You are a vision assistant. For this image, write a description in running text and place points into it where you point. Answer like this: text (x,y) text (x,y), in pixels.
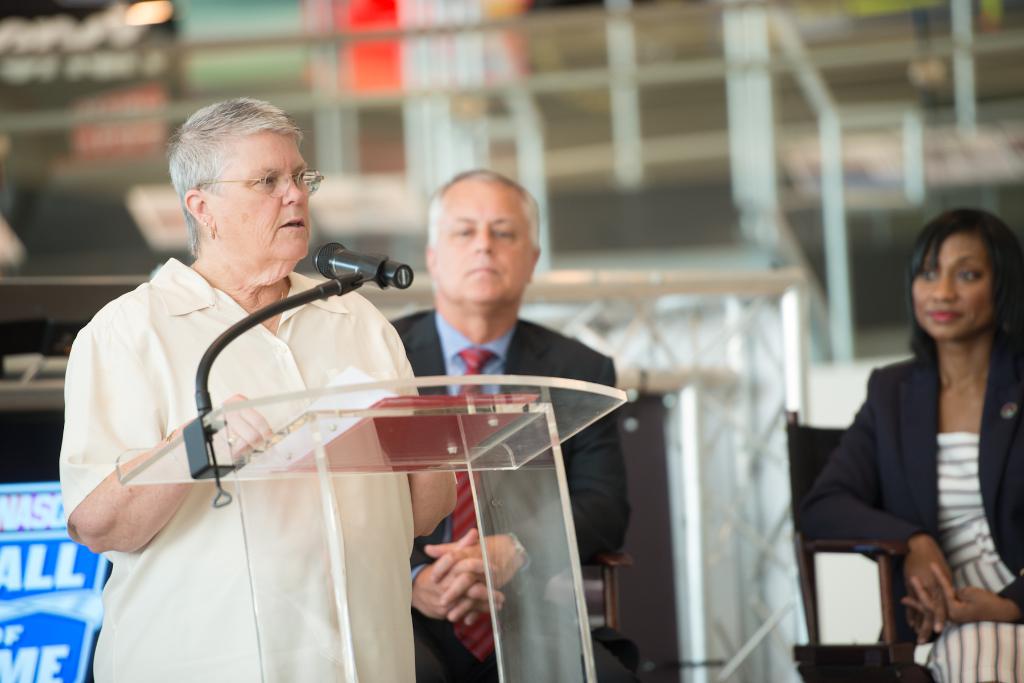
In the center of the image (524,326) we can see a man (607,642) is sitting on a chair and wearing suit (599,357), tie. On the left side of the image (122,340) we can see a woman (194,363) is standing in-front of podium (426,430) and talking. On podium (413,393) we can see a boom (370,432), mic (382,270) with stand (330,293). On the right side of the image (909,278) we can see a lady (936,411) is sitting on a chair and smiling. In the background of the image (739,339) we can see the rods (675,368), boards (370,5), light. At the top of the image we can see the roof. In the bottom left corner (73,558) we can see a banner (87,565).
